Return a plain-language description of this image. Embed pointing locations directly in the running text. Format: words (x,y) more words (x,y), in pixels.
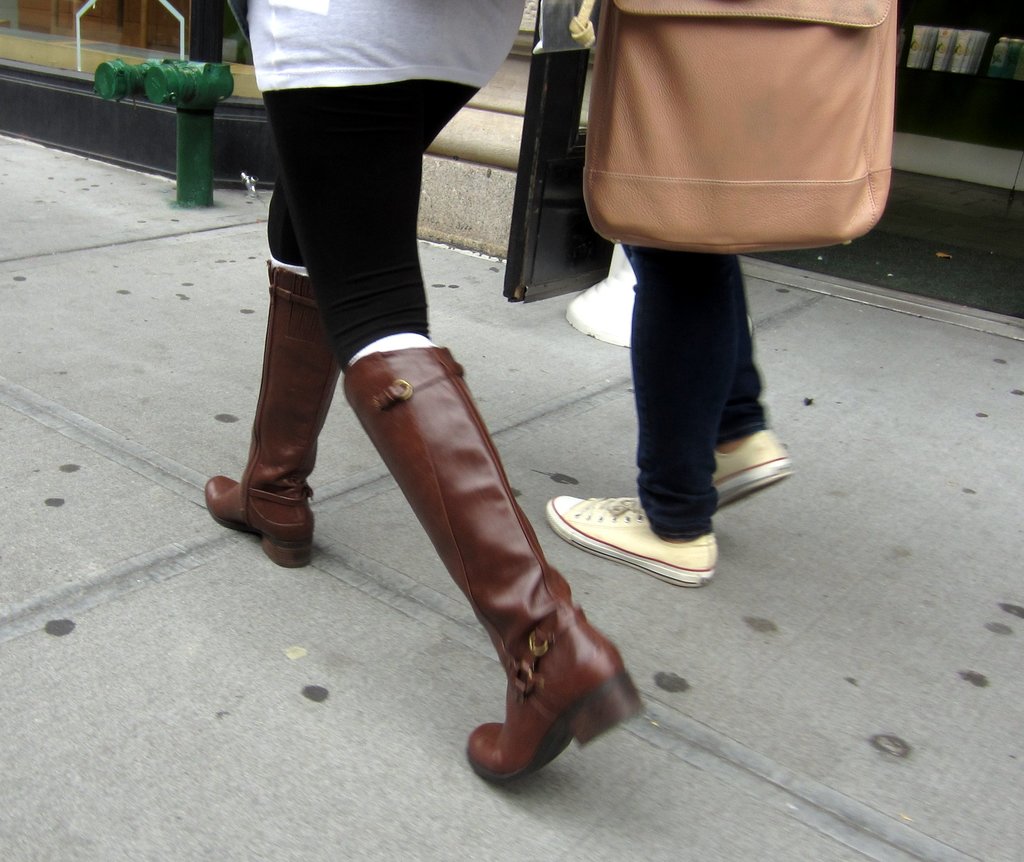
This image is taken outdoors. At the bottom of the image (312,678) there is a floor (556,385). At the top of the image (83,90) there is a building (495,124). In the middle of the image (459,567) two persons (398,133) are walking on the floor (144,285).
